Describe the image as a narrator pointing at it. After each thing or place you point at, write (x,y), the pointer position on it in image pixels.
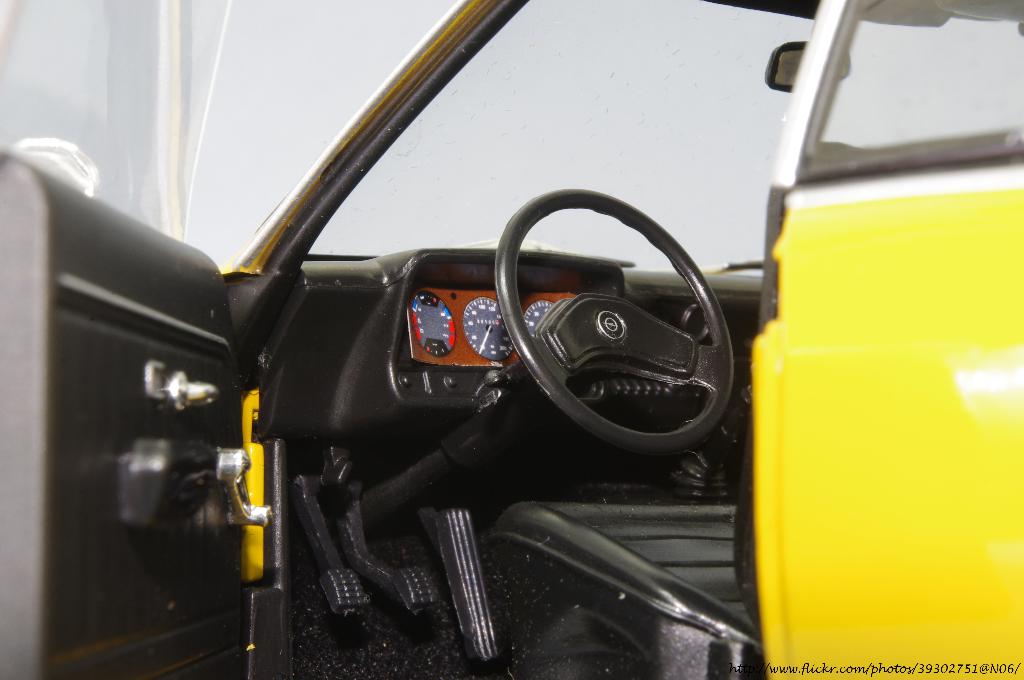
In this picture we can see steering (639,365), gauges (445,323), clutch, brake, door (159,370), seat (656,589) and windshield (566,84). In the background of the image (380,40) we can see the sky (374,47).
